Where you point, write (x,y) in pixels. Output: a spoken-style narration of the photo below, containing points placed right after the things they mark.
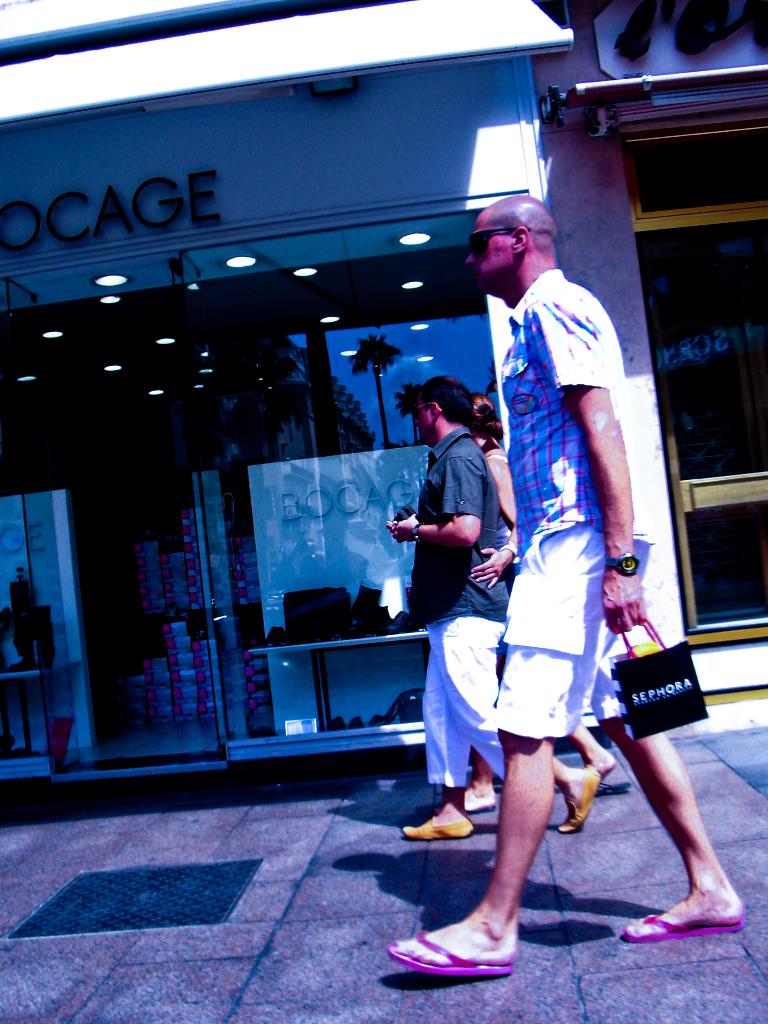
In this picture there are three persons (484,477) walking on the footpath (372,898) and there is a manhole (88,920) on the footpath (166,852). At the back (446,166) there are buildings (486,170) and there is a text (708,16) on the walls (337,112). There are objects (387,714) behind the mirror (341,707) and there are lights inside the room (459,270). There is a reflection (484,391) of sky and there are reflections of trees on the mirror (403,429).
